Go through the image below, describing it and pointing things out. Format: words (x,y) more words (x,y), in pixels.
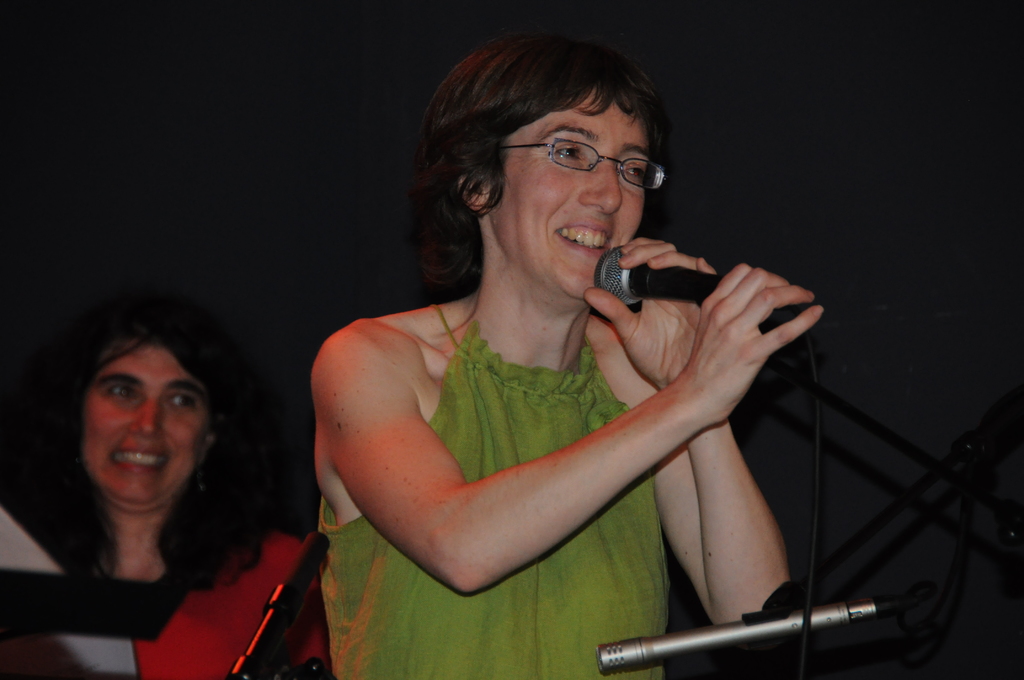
in this picture we can see a woman (528,82) holding a microphone (688,271) in her hand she is smiling, and at back (167,478) there is another woman (159,430) smiling.
